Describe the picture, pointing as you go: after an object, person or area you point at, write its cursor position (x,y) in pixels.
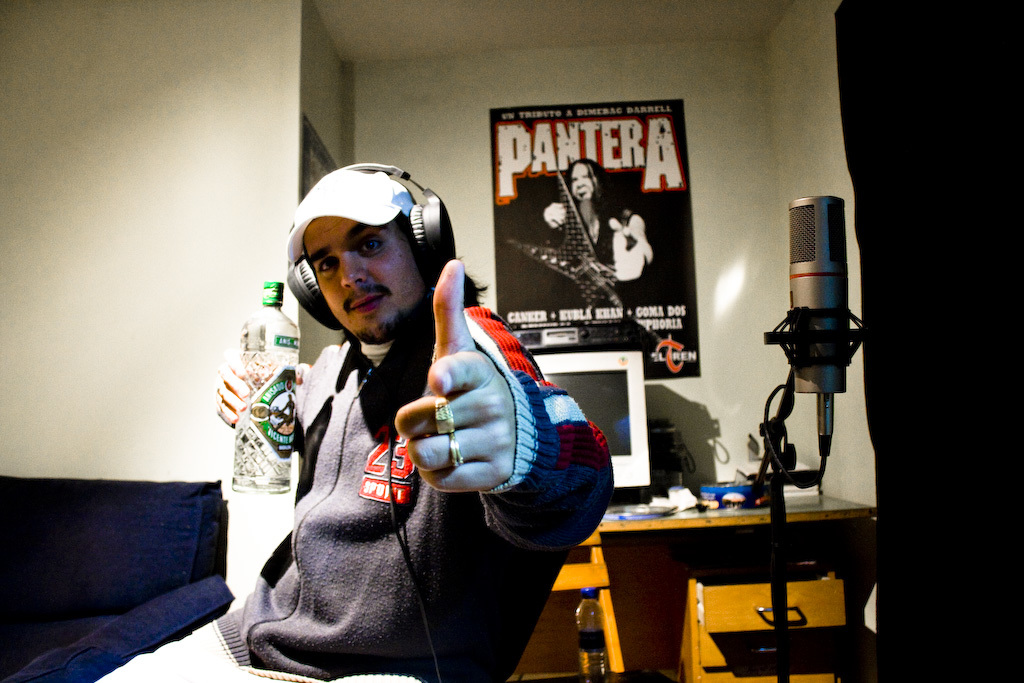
In this picture we can see a man (313,599) who is sitting and hold a bottle (296,384) with his hand (244,377). And he has headphones (423,211). And on the background (602,220) there is a poster (616,209). And this is the wall (87,176). And even we can see a computer (643,456) on the table (727,518). And this is the sofa (93,571).
